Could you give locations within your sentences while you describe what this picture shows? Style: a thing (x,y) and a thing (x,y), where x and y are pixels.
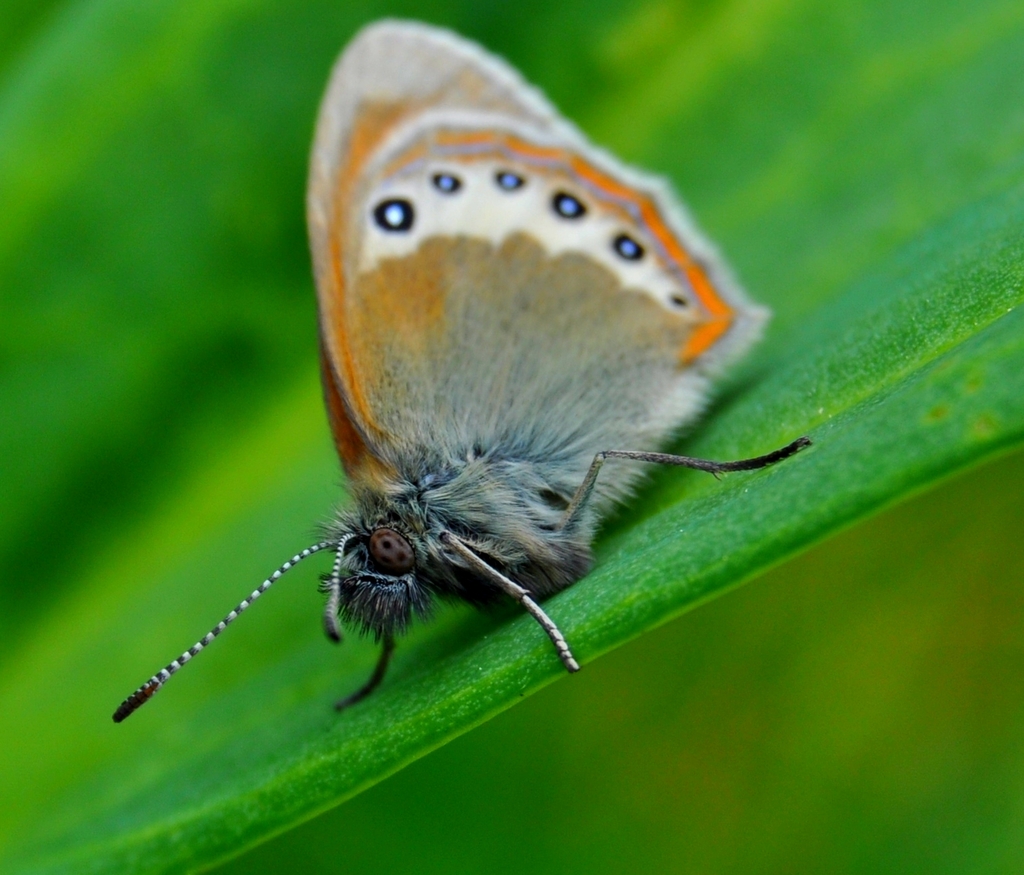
In the center of the image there is a butterfly (158,678) on the leaf (513,703).
